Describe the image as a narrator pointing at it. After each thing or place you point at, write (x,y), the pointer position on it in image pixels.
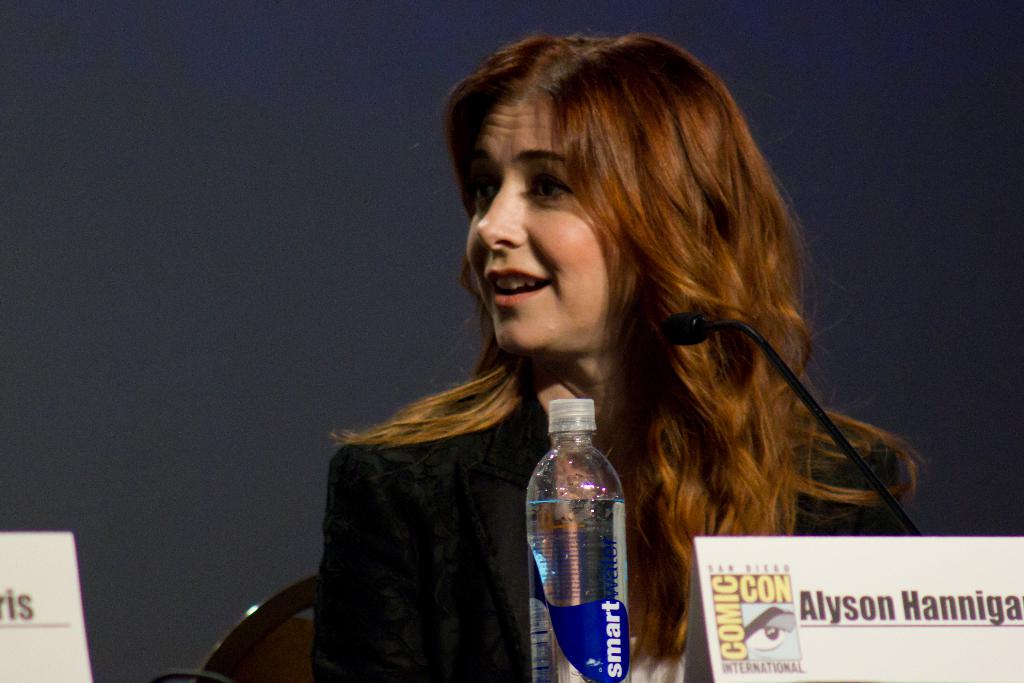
In this picture there is a woman (555,395) sitting on a chair (308,630) and she has microphone (846,444) in front of her there is a bottle (599,546) and one recognition board (852,613) on the table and left side (54,609) also there is one more board (59,621).
